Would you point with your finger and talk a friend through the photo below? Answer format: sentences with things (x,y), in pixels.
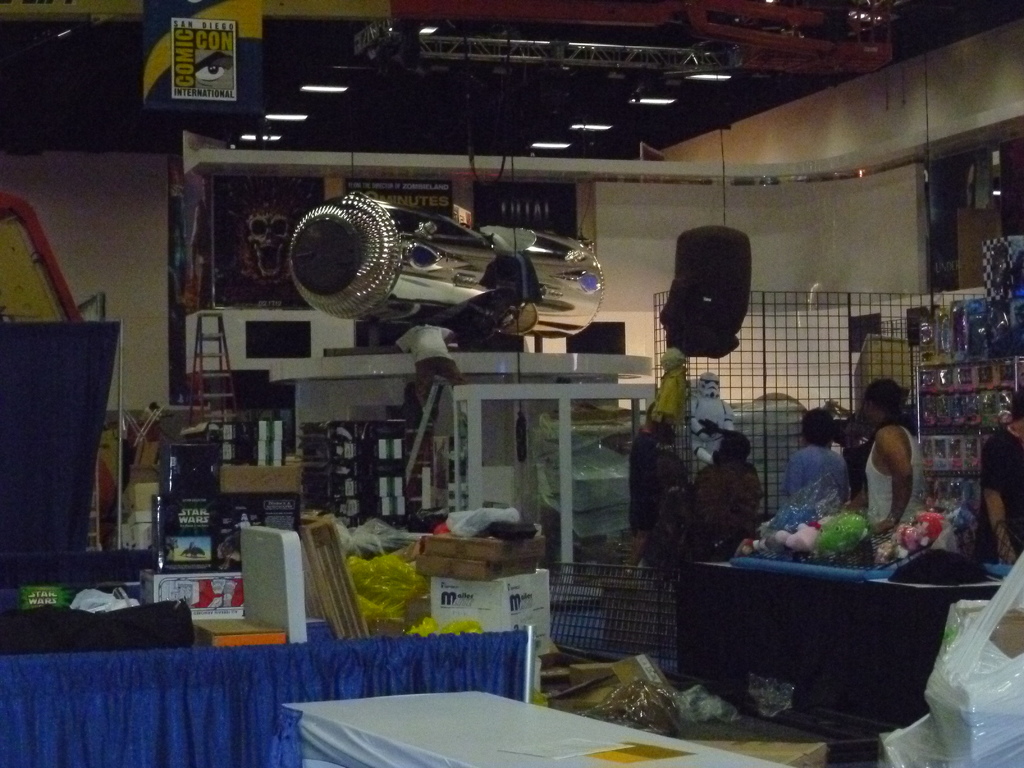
On the right side of the image (805,483) there are a few people (901,495) in a store (940,495), around them there are objects (362,505) on the tables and aisles (921,402), at the top of the image (669,54) there are metal rods (654,62) and lamps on the rooftop (487,110).
